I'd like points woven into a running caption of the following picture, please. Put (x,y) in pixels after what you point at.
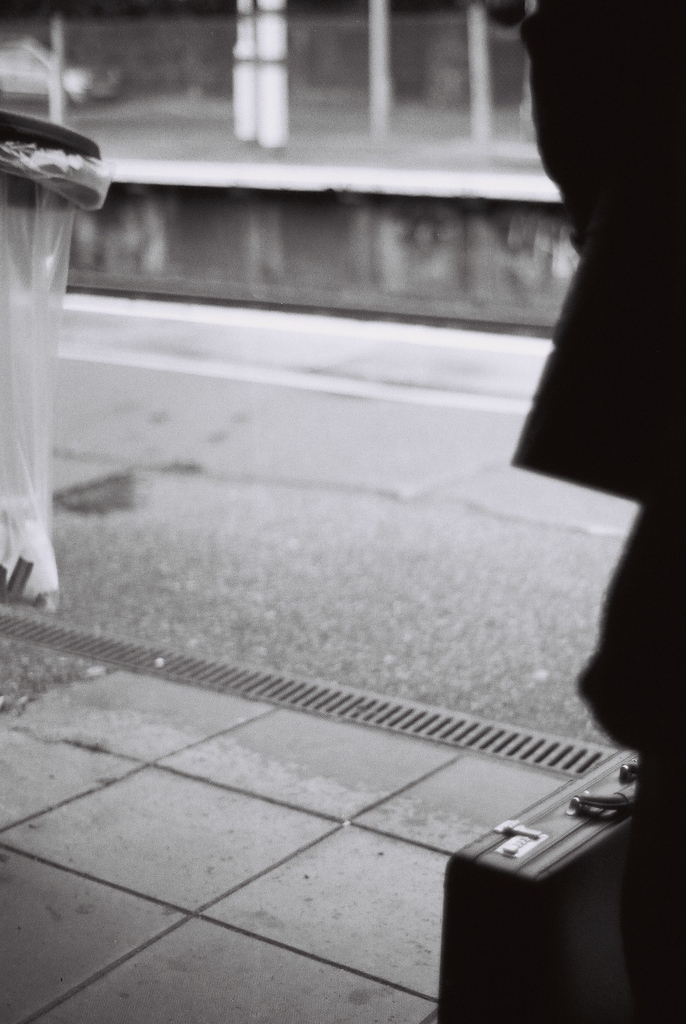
This is a sidewalk (239,808). A suitcase (471,865) is kept on the sidewalk (318,889). There is a drainage grill (239,666) near the sidewalk (329,931). There is a plastic bag (36,178). And there is a road (332,483). Beside the road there is a wall (318,251).
